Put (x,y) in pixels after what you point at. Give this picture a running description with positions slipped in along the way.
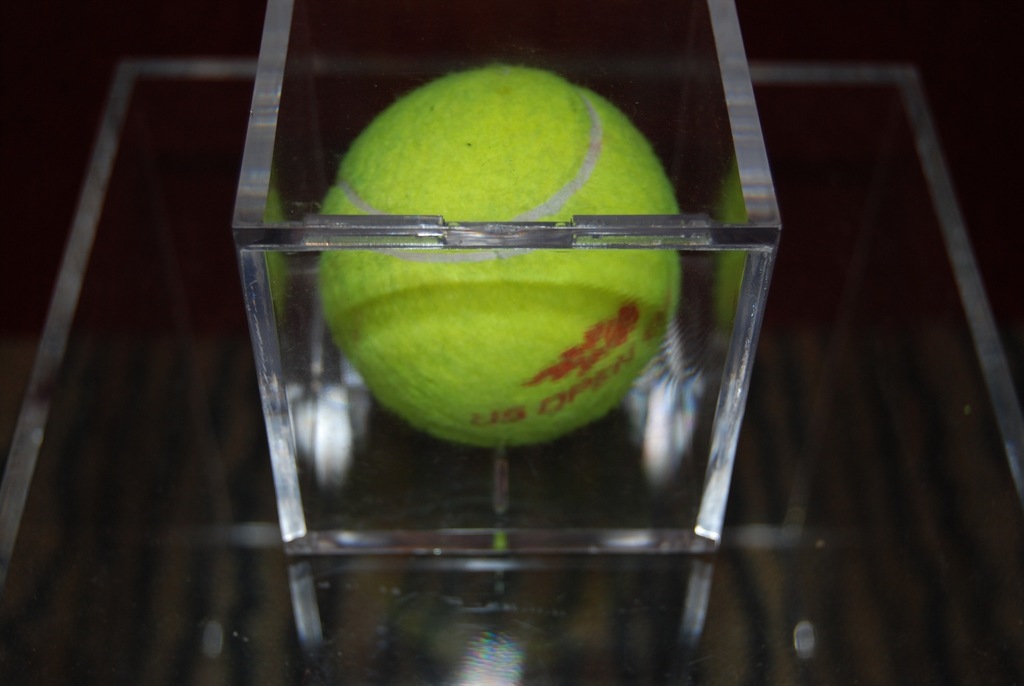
In this image I can see a glass box (590,28) and in the glass box (604,17) I can see a ball (503,256) which is red and yellow in color. I can see the dark background (116,27).
